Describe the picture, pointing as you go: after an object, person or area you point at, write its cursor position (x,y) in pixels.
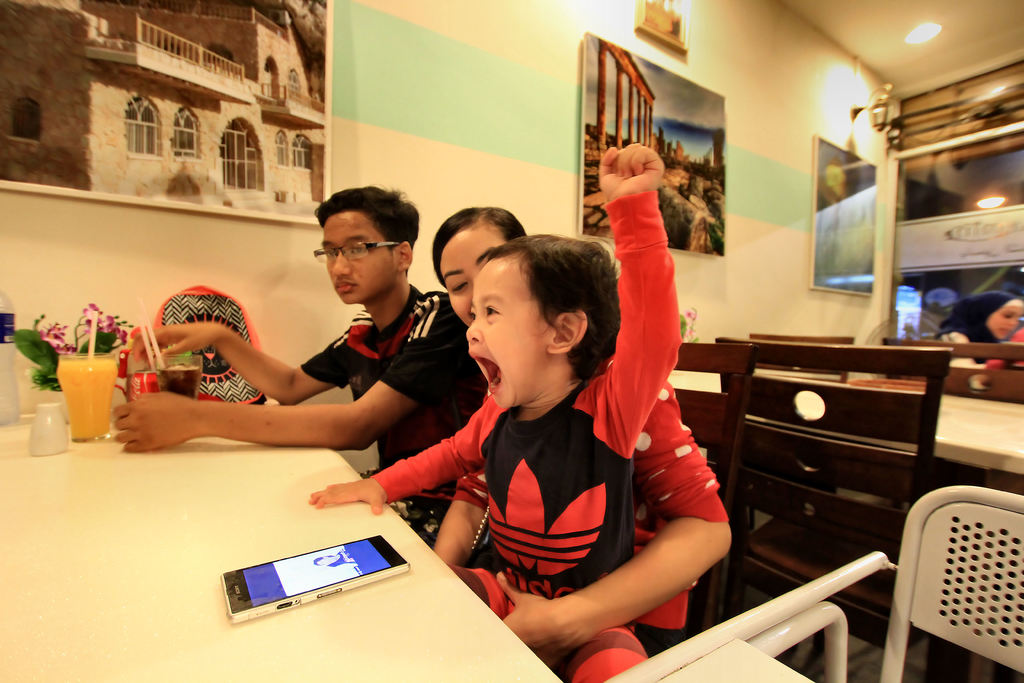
In this image I can see three people (549,414) are sitting on chairs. Here on this table (217,571) I can see a phone (244,602), few glasses (182,375) and a bag (195,302). I can also see few frames (665,151) on this wall (446,99).
